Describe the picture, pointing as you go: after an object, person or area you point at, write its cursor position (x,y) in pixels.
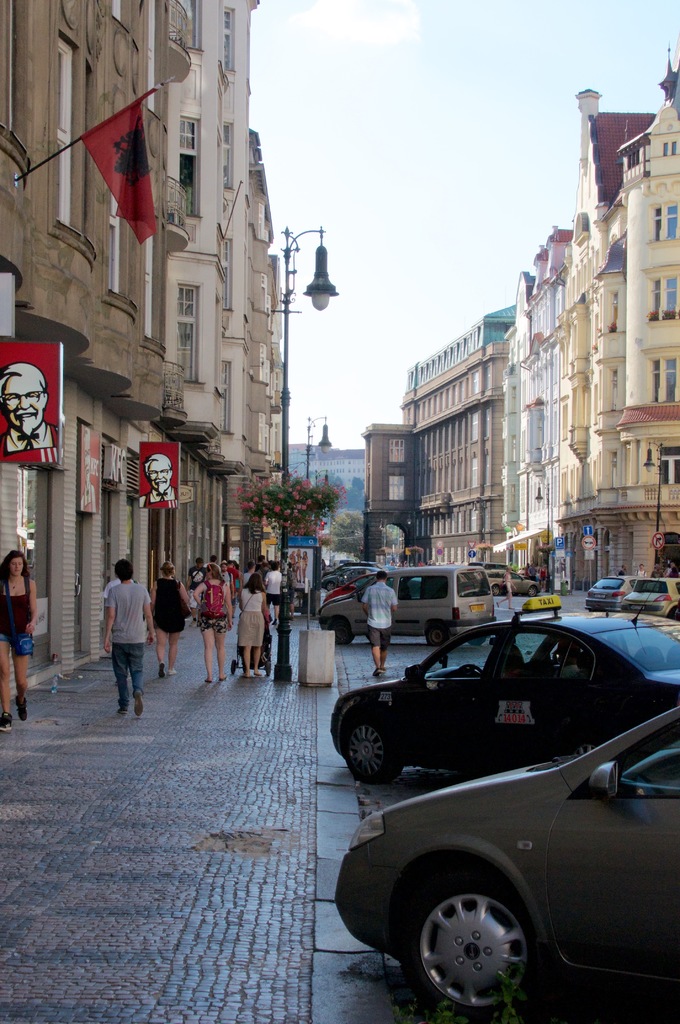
In this picture we can see few vehicles (537,755), poles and group of people (30,589), few people (25,596) are walking on the pathway (205,670), on the left side of the image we can see few hoardings (93,463) and a flag (133,109), in the background (166,404) we can find few buildings (464,361) and trees (350,547).
